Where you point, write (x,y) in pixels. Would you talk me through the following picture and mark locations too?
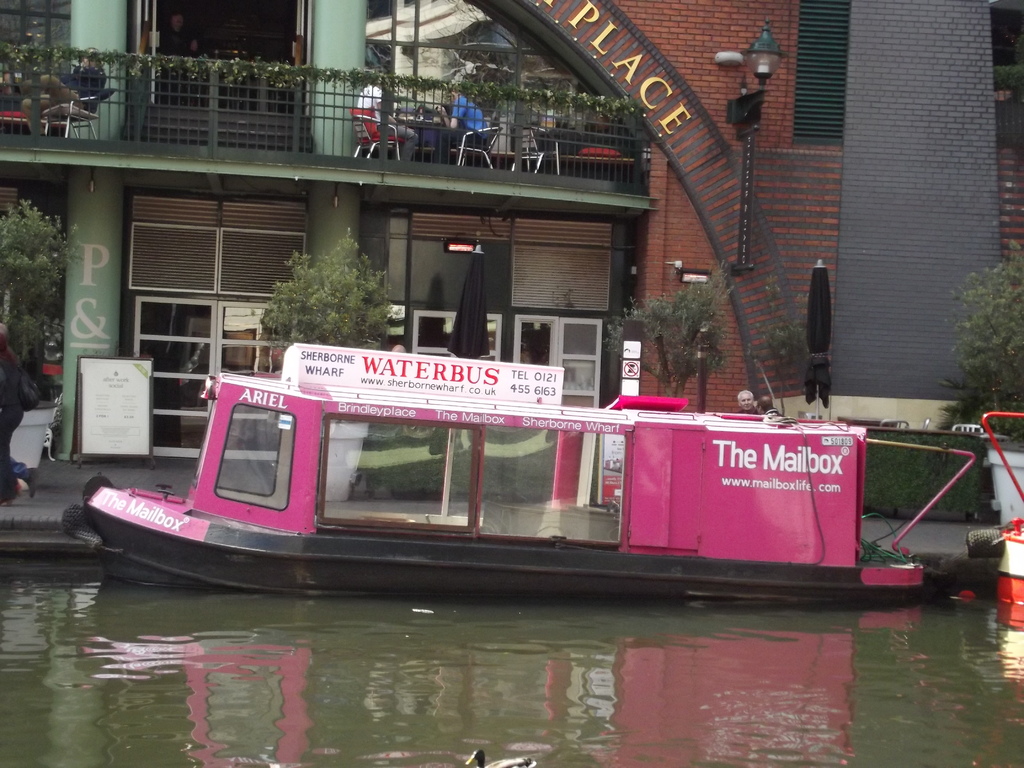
In this image we can see boats (572,442) and bird (516,759) on the water (517,697), there is a building (157,197) with some text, light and fence (57,139), there are few people (74,93) sitting on the chairs (379,138) and there are few trees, umbrellas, a board (137,379) in front of the building (833,282).
